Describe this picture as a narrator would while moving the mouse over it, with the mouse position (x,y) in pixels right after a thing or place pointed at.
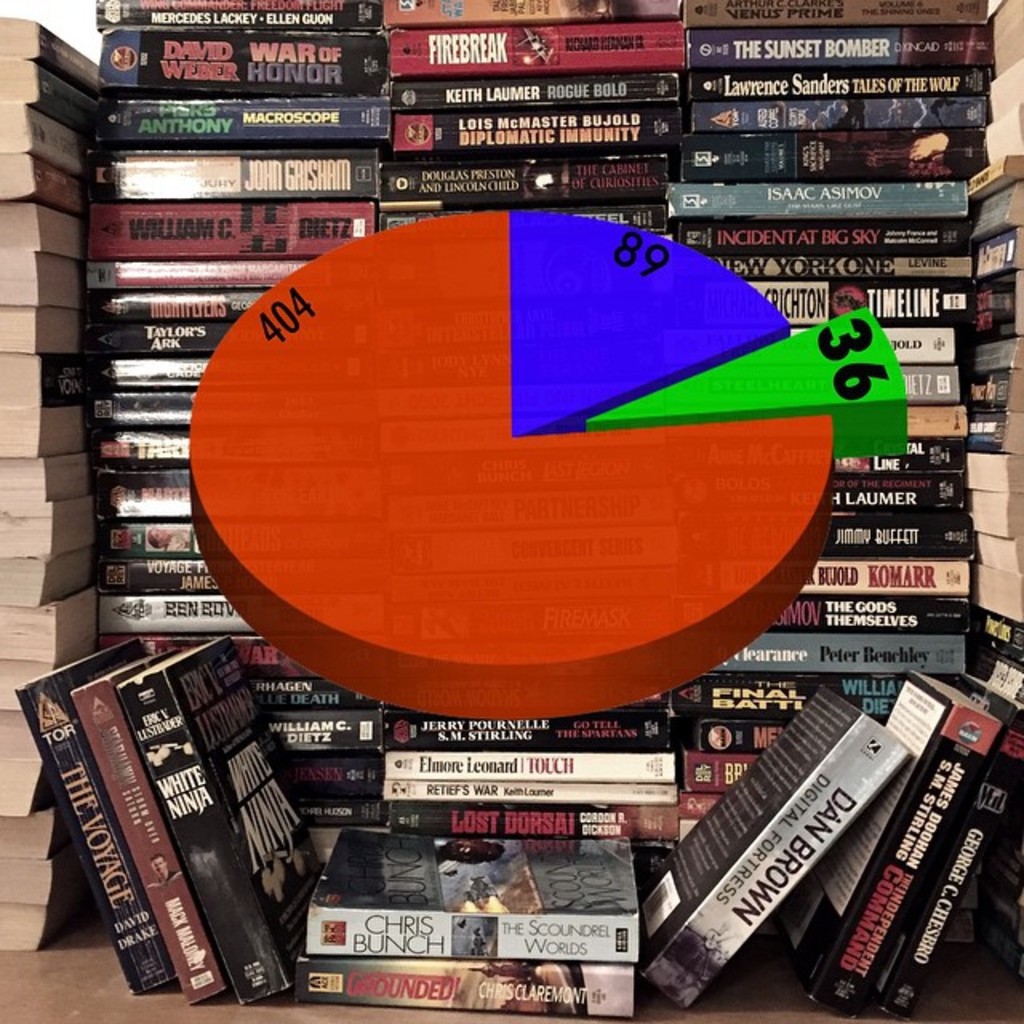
In the center of the image (466,398) we can see a pie diagram (438,406). In the background (915,337) there are books (41,315) arranged in a rows.
